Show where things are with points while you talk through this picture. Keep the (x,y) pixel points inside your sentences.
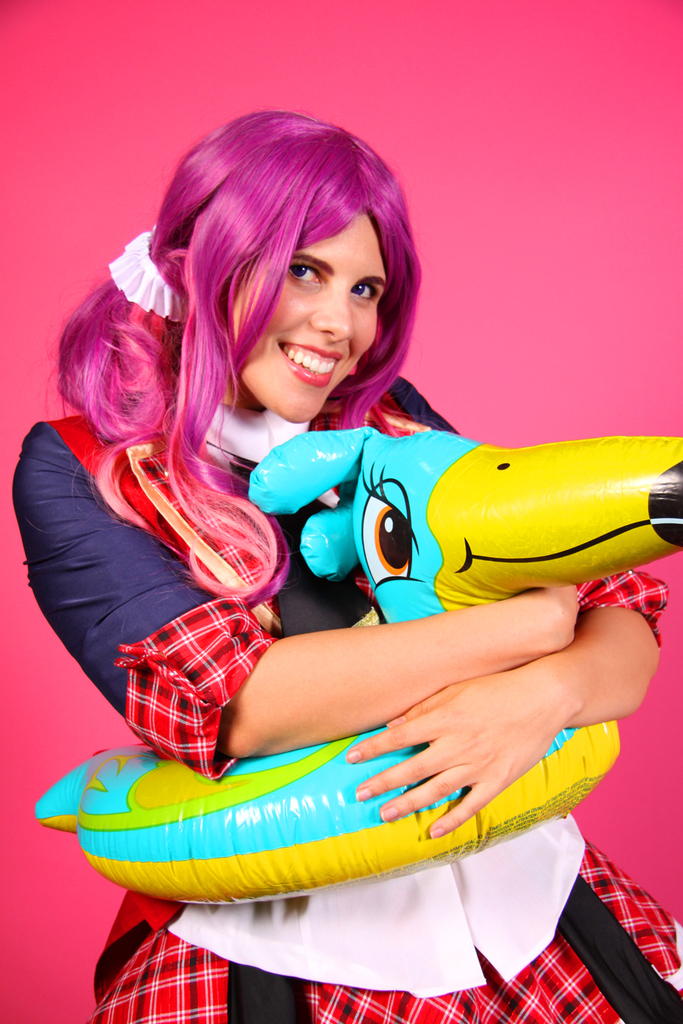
In this image I can see a woman (376,643). The woman (318,716) is holding some object (639,544). The woman (452,627) is smiling. The background of the image (661,795) is pink in color.
